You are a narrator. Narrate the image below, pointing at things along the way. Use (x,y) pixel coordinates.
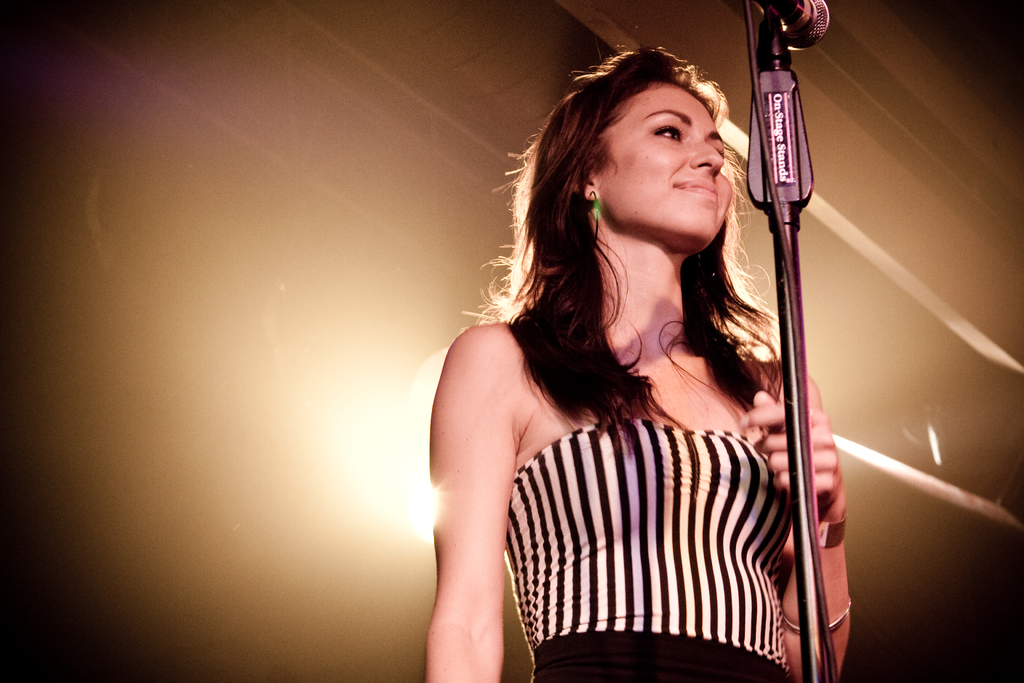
In this picture I can see there is a woman (672,618) standing, she is wearing a black and white dress (652,613) and there is a microphone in front of her and in the backdrop (404,317) there is a light (358,421).
